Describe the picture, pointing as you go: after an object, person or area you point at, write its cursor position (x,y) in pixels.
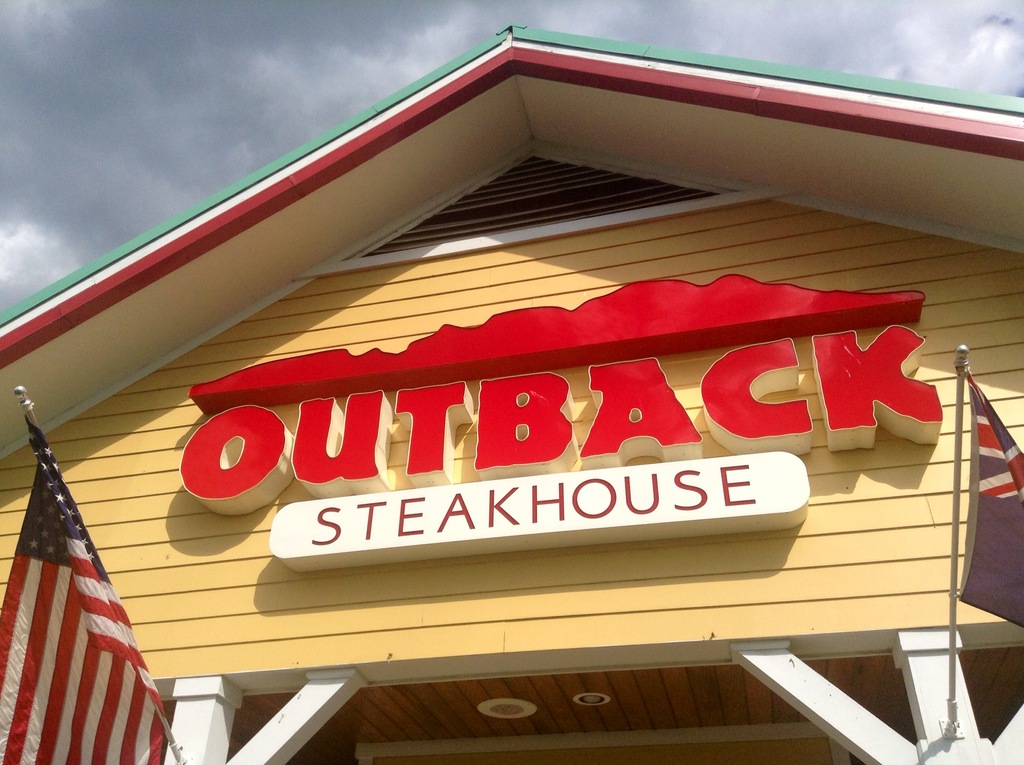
In this picture we can see a name board (667,495) on the wall (244,541), flags (1004,531), some objects (304,682) and in the background (186,116) we can see the sky (217,106).
